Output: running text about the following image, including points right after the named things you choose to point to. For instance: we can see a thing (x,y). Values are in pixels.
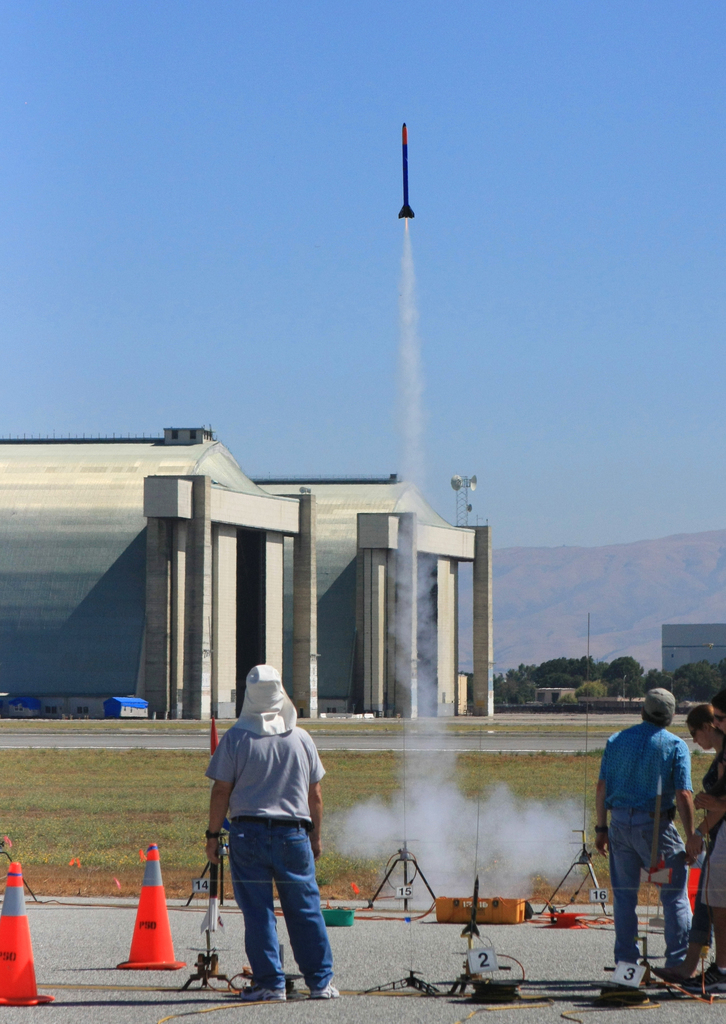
In this image I can see few persons (217,782) standing on the ground (153,975), few traffic poles (11,882), a yellow colored object (495,899), few metal stands (404,861) and a blue colored rocket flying in the air (432,126). In the background (259,569) I can see few buildings (259,615), few trees (581,670), a tower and the sky (438,325).
